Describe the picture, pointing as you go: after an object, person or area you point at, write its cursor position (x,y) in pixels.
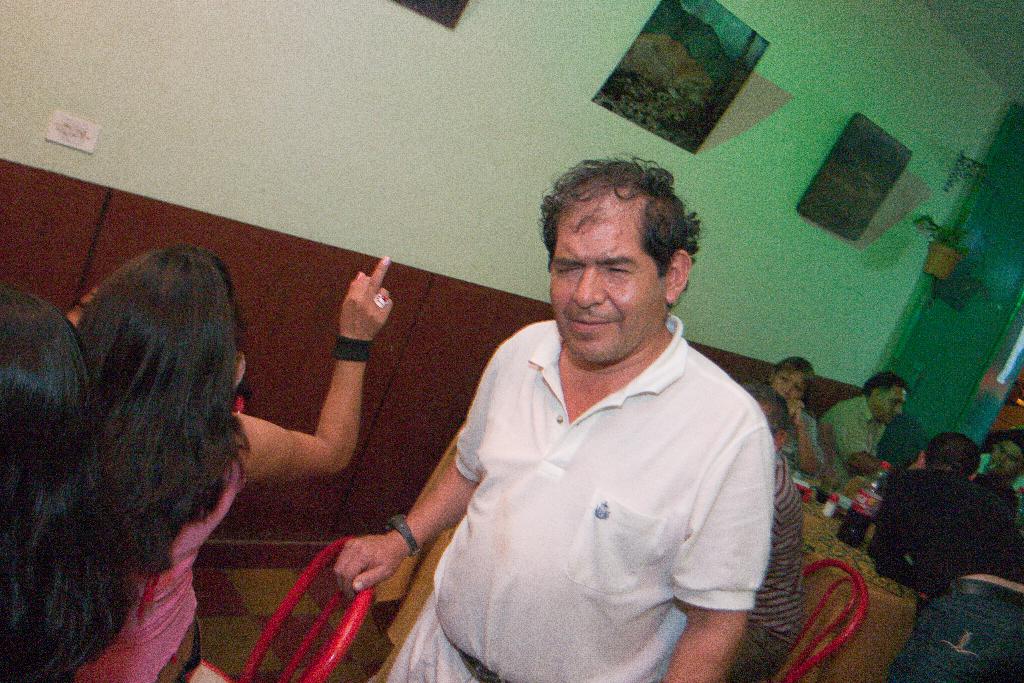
In this image I can see number of people (623,452) where few are standing and few are sitting on chairs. On the right side of this image (825,536) I can see a table (832,518) and on it I can see a bottle (851,513) and few other things (823,490). I can also see one more chair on the bottom left side (317,569) and in the background (849,162) I can see three posters (614,77) and a plant (955,225) on the wall (930,158).
